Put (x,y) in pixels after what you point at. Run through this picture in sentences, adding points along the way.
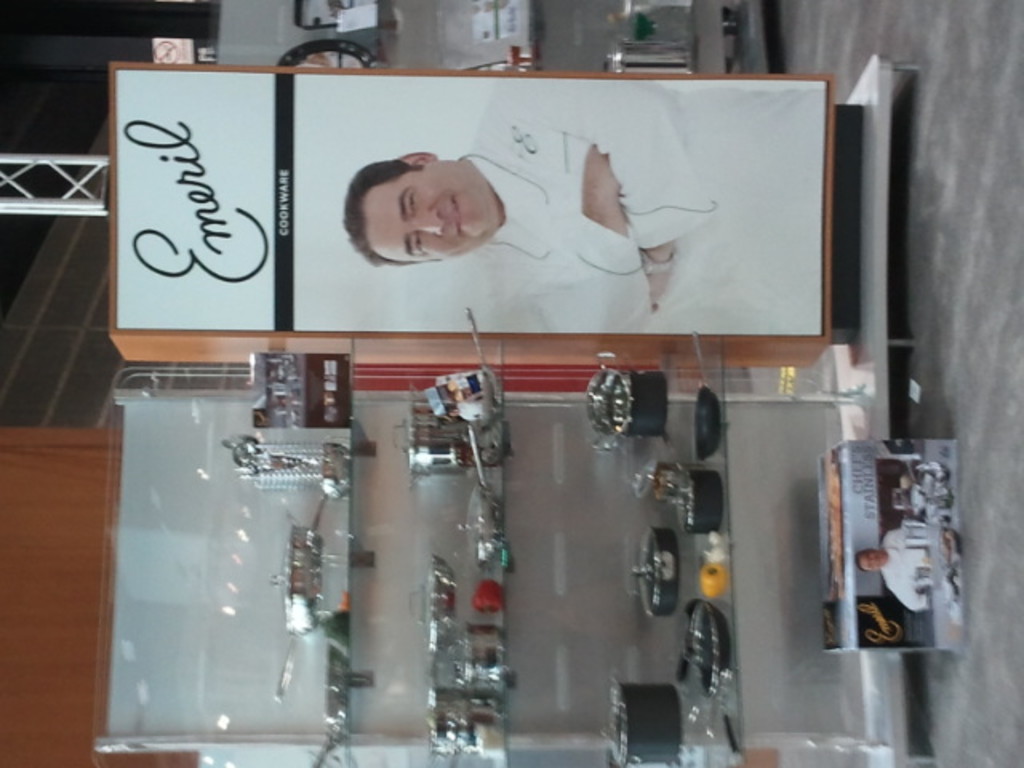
In the picture we can see a hoarding (161,298) with a man's image (663,177) and something written on the top of it and besides, we can see a glass rack (132,695) and some steel items (671,582) are placed on it.
